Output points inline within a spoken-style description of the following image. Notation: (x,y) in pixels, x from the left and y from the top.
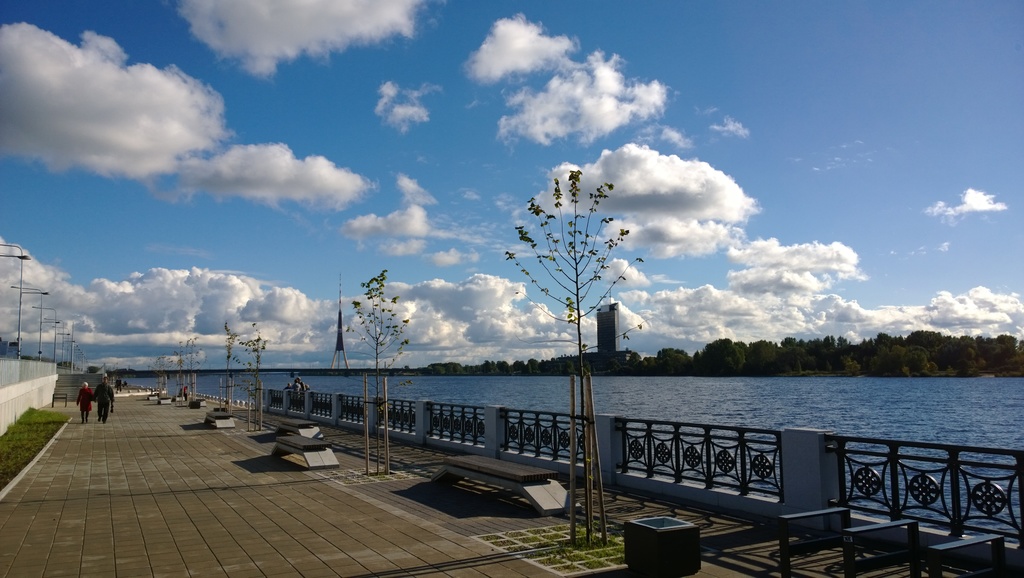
In this image there are a few people (102,391) walking on the path (109,497), there are few benches (496,479), trees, beside that there is a railing (398,425). On the left side of the image (28,417) there is a railing (15,370), grass (19,426), street lights (20,336) and in the background (714,342) there is a river (973,397), trees (959,356), buildings (613,308) and the sky (725,148).
